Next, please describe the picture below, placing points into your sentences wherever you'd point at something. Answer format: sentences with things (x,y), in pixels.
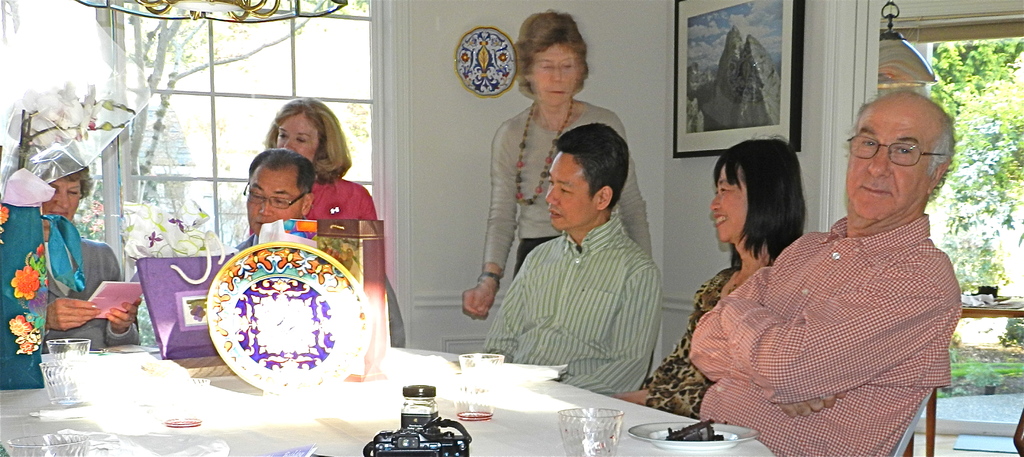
In this image, There are five persons (781,325) sitting and two persons (588,114) standing. In front of the people (346,219), there is a table (310,411) with plates (258,350), bags (199,304), glasses (69,387), flower vase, camera (394,432) and few other things (435,396) on it. In the background (241,109), I can see a window (194,119) and there is a photo frame (778,79) and an object (494,63) are attached to the wall (807,98). On the right side of the image (949,102), I can see a lamp (935,82) and trees (999,212).
